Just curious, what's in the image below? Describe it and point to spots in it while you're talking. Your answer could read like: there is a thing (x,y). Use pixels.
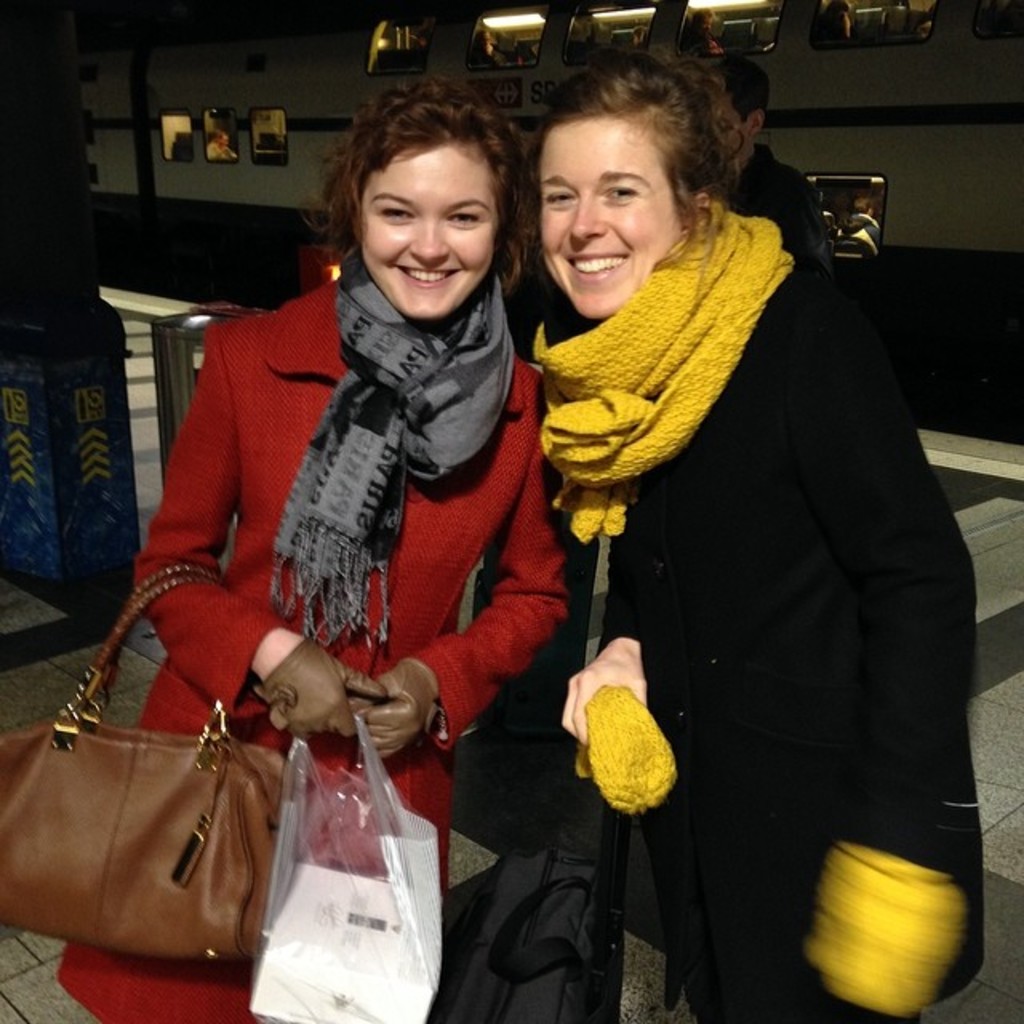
This is the picture taken in a station (23,232), there are two woman (462,520) standing on the path (976,698). The woman (443,573) in red coat (437,596) holding a bag (243,782) and a carry bag (261,950). The woman (765,577) in black coat (769,526) wearing a yellow color scarf (665,350). Background of this people (503,473) is a vehicle (888,96).
